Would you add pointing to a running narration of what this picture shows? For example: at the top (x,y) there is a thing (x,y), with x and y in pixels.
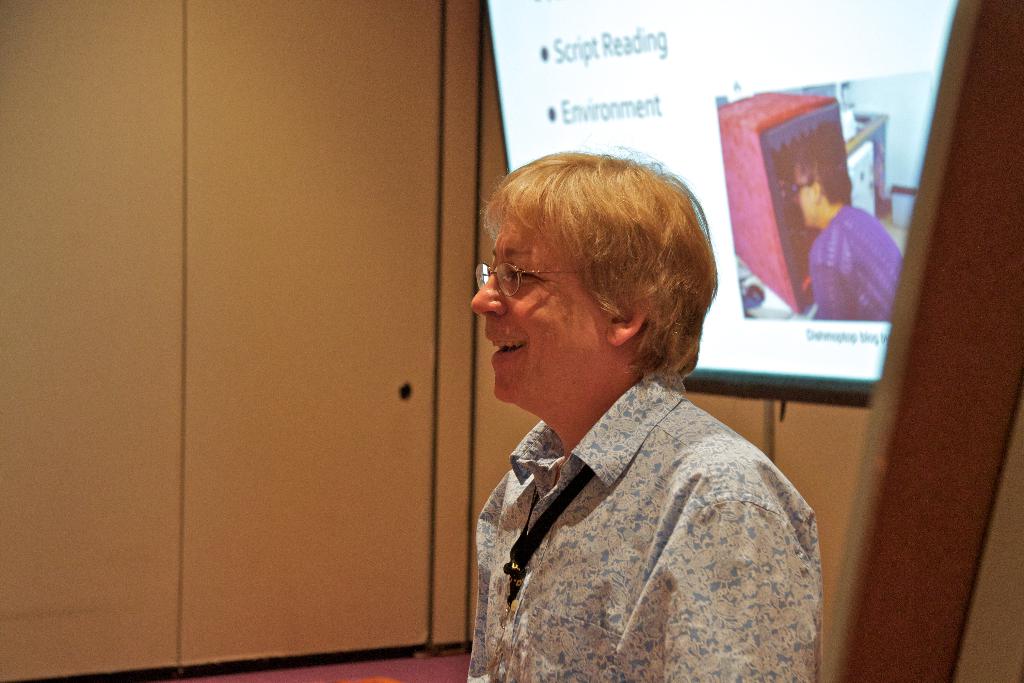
In the picture I can see a person (517,557) wearing shirt (597,569), identity card (517,557) and spectacles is smiling. In the background (807,55), I can see the projector screen (717,129) on which something is displayed and I can see the beige color wall (127,281). Here I can see the wooden stick (910,299) on the right side of the image (978,193).
